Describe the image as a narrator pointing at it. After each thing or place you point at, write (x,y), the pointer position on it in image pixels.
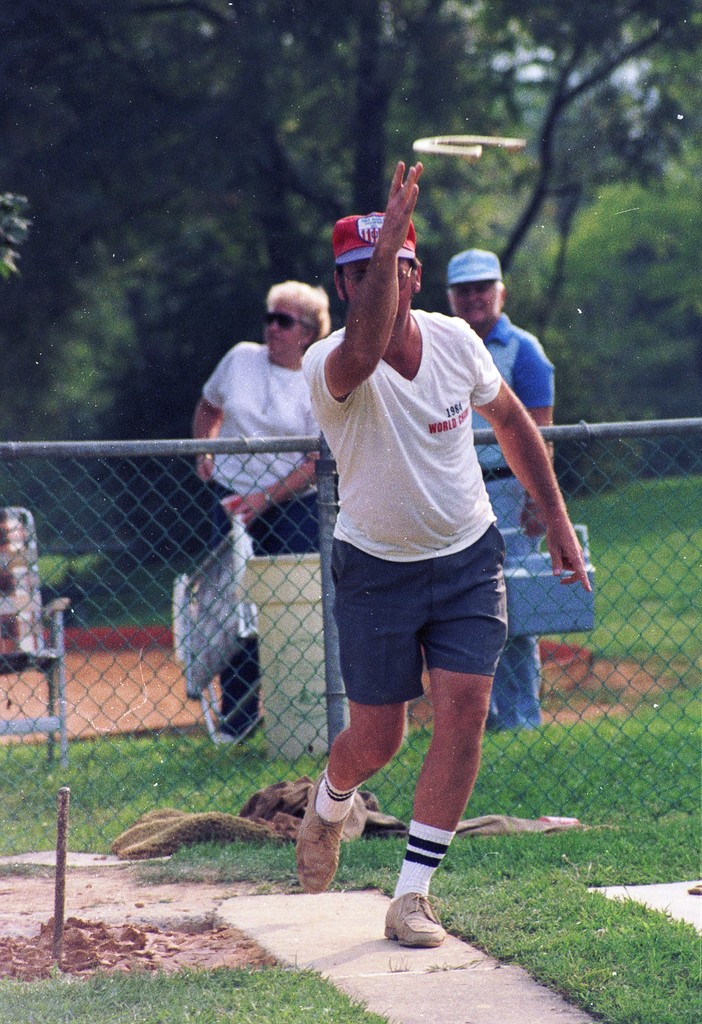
In this image we can see three persons (421,549), one of them is throwing an object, there are chairs (177,590), fencing (136,454), grass (148,577), also we can see the trees (368,183), there is an object (64,884) on the ground (84,860).
